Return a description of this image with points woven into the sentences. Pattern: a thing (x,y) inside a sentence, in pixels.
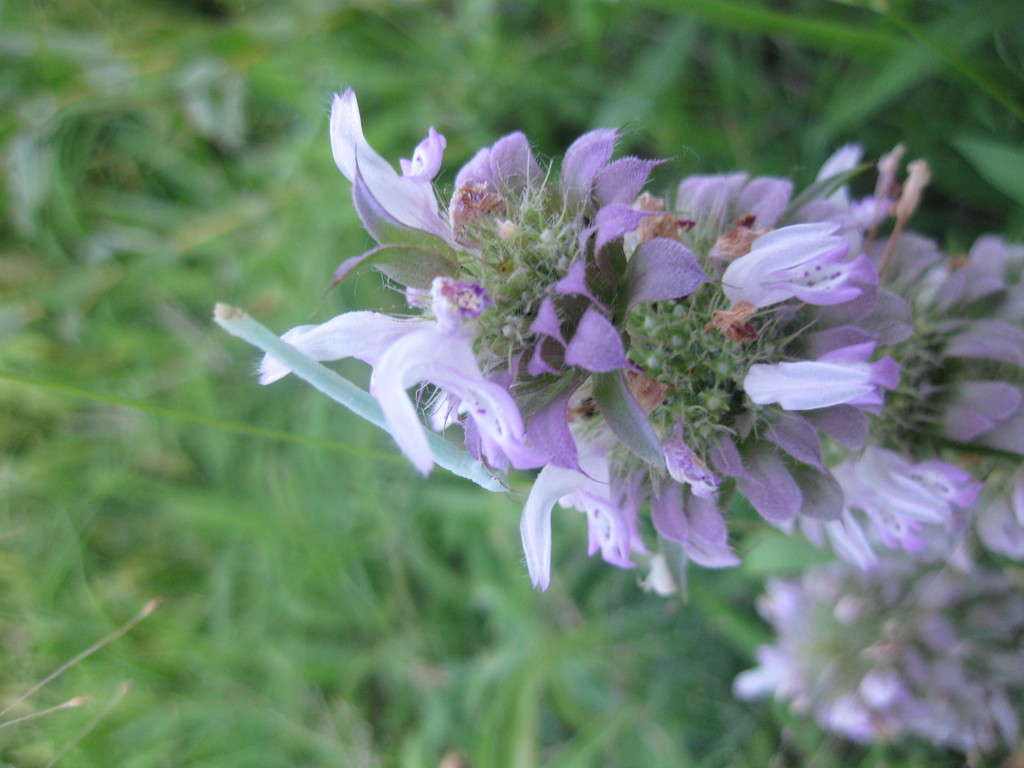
There are many white and violet color flowers (660,362). In the background (269,206) it is green and blurred.
